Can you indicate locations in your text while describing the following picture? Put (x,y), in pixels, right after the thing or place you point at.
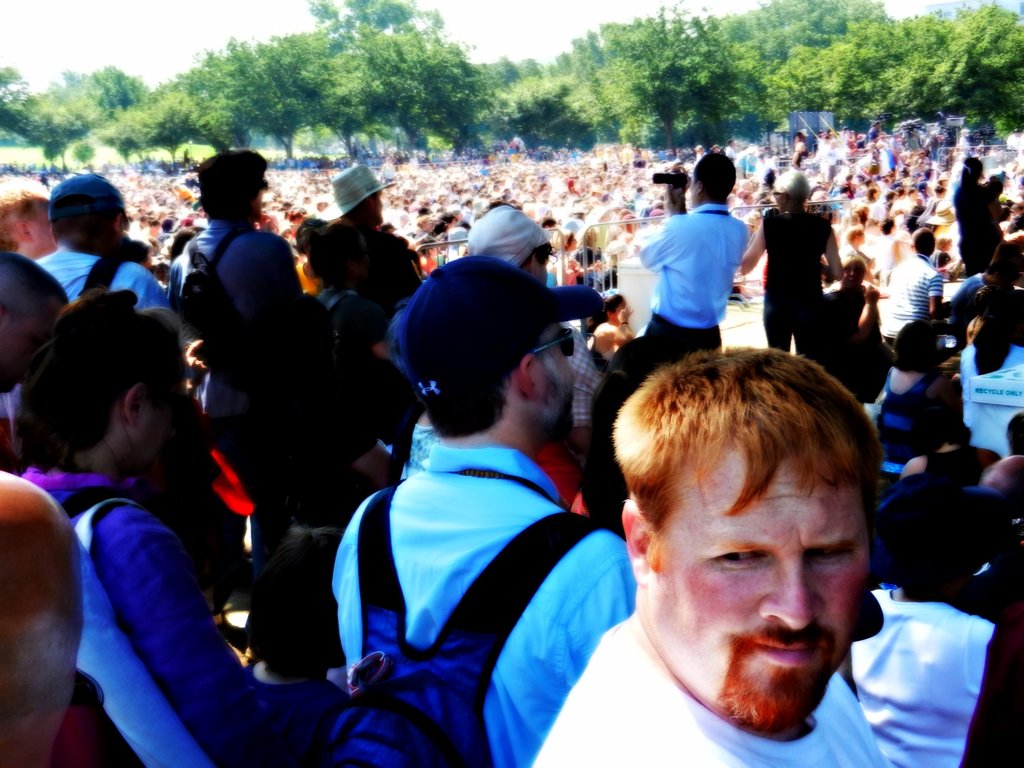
In this image we can see some people (616,200) are sitting on the ground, some people (479,322) are standing, right side of the image (1006,371) one white object (991,396) on the floor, some objects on the floor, some people (663,278) are holding some objects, some metal barriers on the floor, some people (549,596) are wearing bags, one white object (648,294) near to the barrier (595,235), some trees (1023,72), some grass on the ground (68,159) and at the top (32,17) there is the sky (233,31).
